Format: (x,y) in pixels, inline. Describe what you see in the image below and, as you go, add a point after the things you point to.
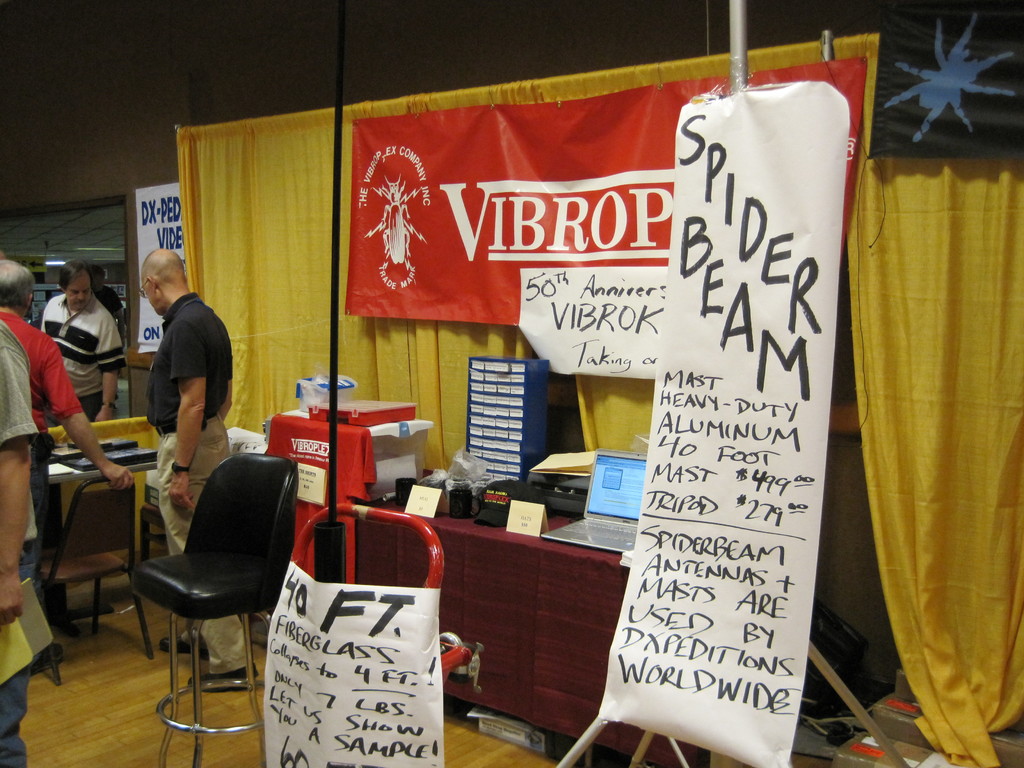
In this image we can see a banner (723,411), chair (241,547), laptop (626,508), curtains (974,432) and few persons (46,338) standing on the floor (118,631).
